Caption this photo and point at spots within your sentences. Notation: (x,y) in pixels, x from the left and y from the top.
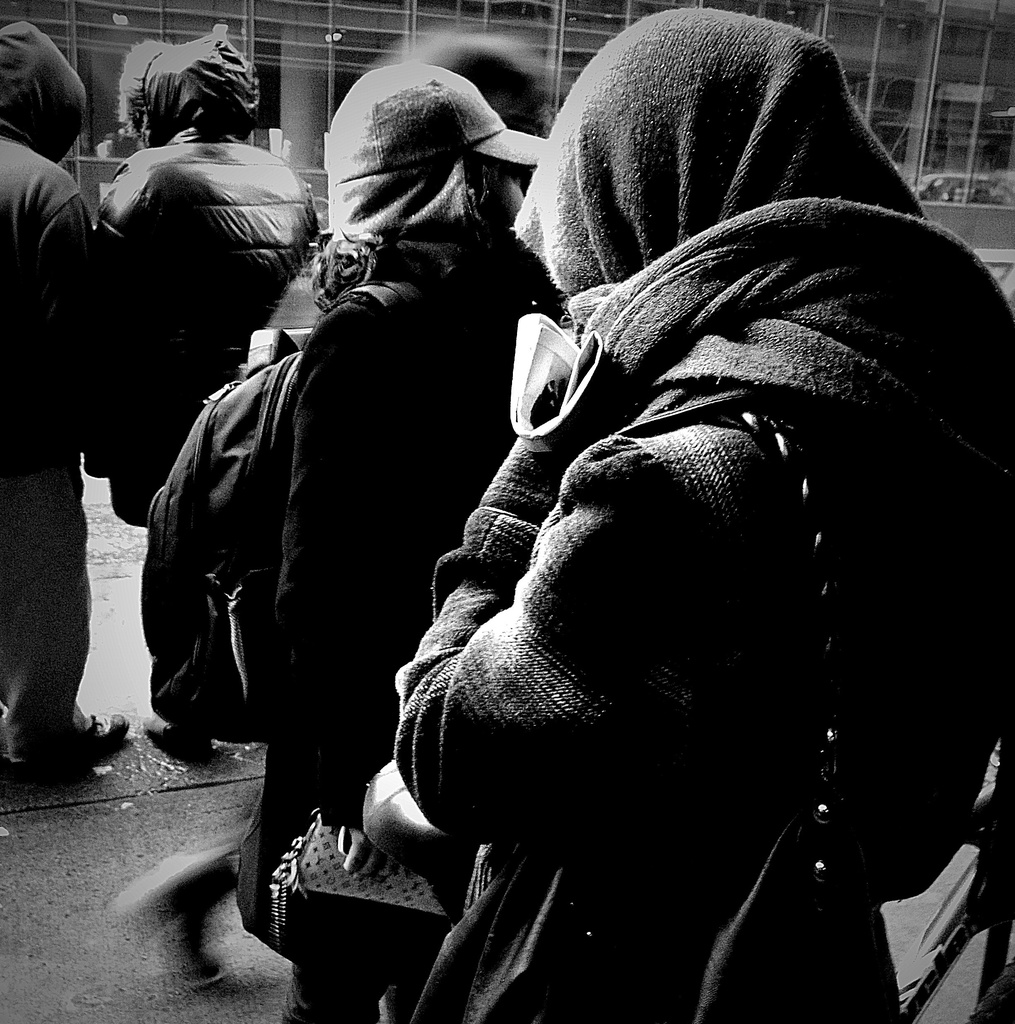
This picture is in black and white. In this picture, we see people (391,447) wearing jacket (612,680) are standing. The woman (582,464) on the right side of the picture (818,680) is wearing a black handbag (845,746). In the background (287,24), we see buildings (329,48), pillars (294,62) and glass door (947,105).
